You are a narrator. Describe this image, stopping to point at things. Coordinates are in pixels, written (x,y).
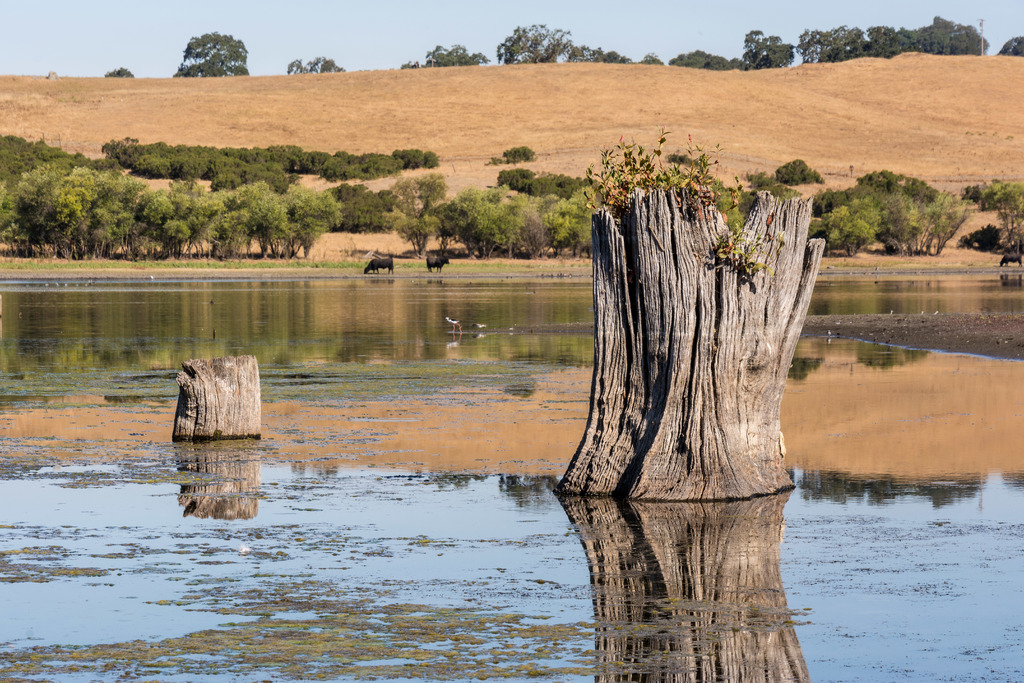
This image is taken outdoors. At the top of the image (239,19) there is a sky (527,18). In the background (488,202) there are many trees (229,204) and plants (812,174) on the ground (282,117). In the middle of the image (351,292) there is a pond (301,372) with water (719,639) and there are two barks (672,371) of a tree (731,402) and there are two buffaloes (390,259) on the ground (366,275).
